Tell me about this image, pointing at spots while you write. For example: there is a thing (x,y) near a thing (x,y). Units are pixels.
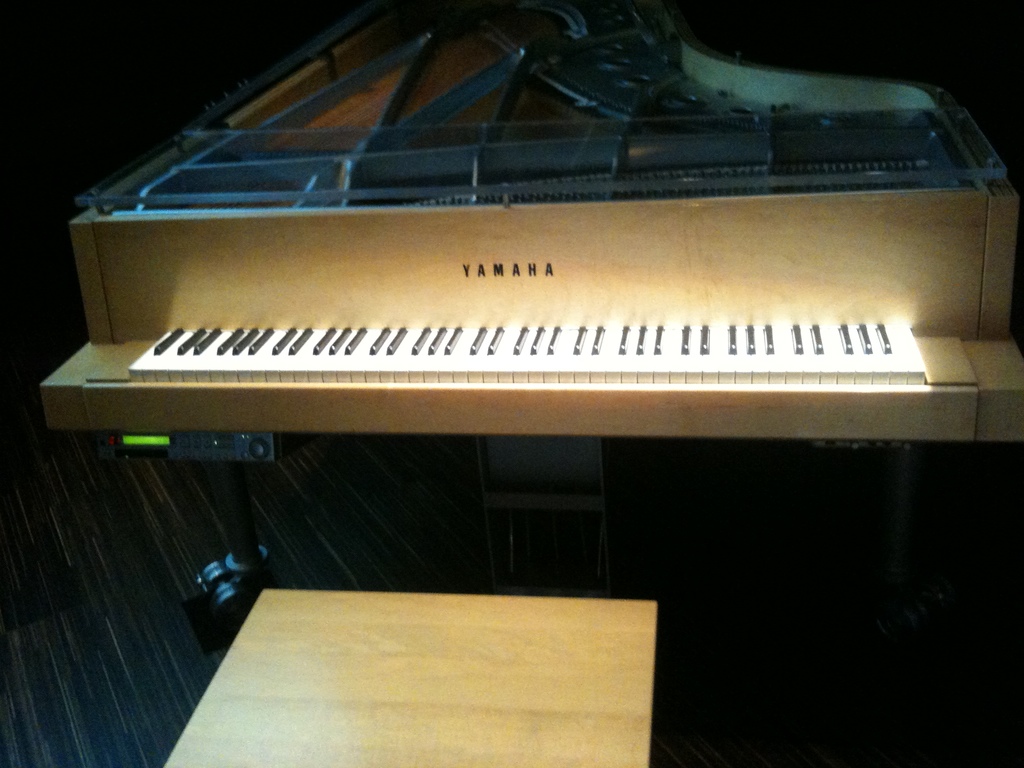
In the image we can see there is a piano (687,345) and its keyboard (447,350) and on the piano (422,291) it's written "Yamaha".
